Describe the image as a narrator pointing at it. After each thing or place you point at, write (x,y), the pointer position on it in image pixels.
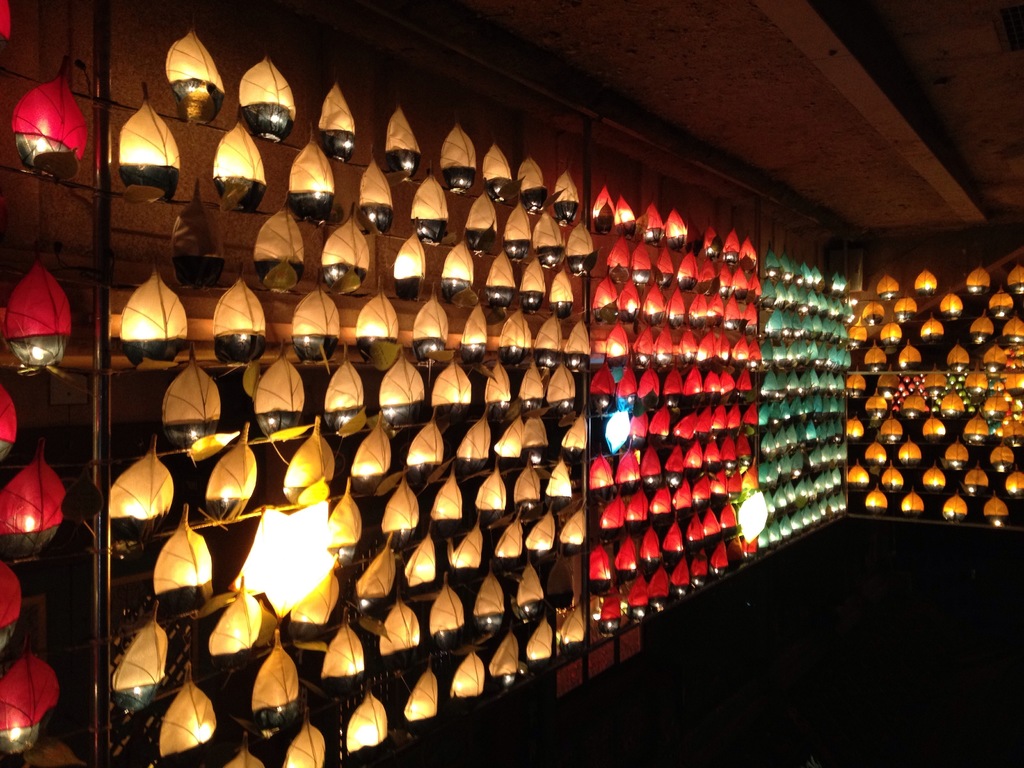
In the picture I can see few objects (535,491) which has lights (631,478) placed in it are in different colors.
